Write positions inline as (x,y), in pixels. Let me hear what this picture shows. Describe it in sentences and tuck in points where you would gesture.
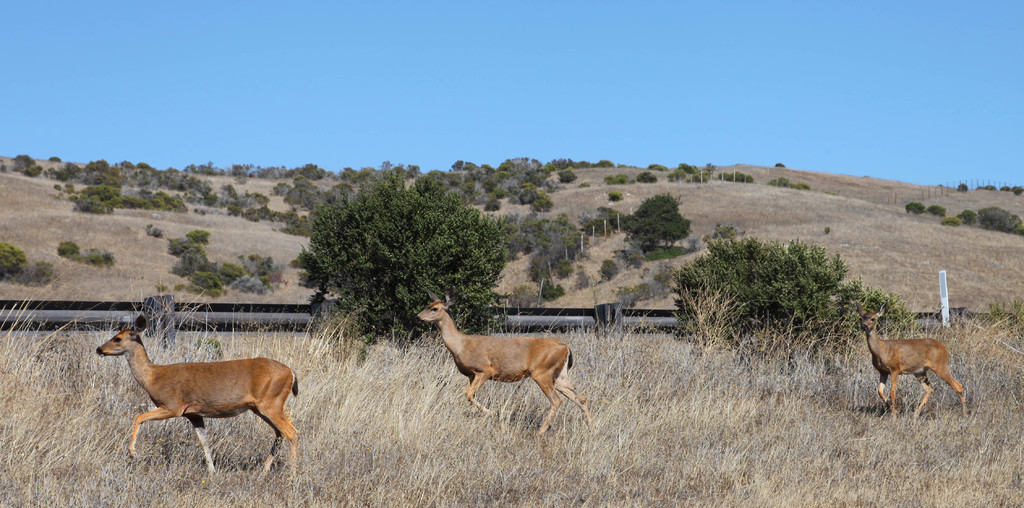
There are deer (585,407) walking in the grasses (601,409). In the back (300,314) there is a fencing (601,310), trees (568,268), poles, hills (600,249) and sky (386,90).
